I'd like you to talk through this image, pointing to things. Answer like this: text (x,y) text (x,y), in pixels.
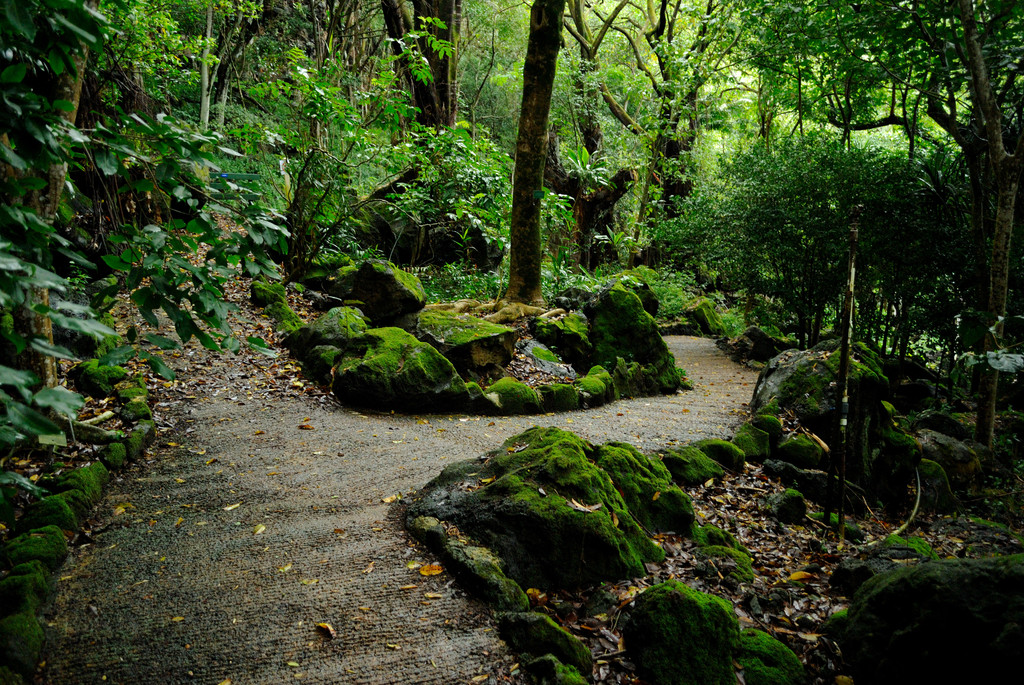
In this image I can see rocks (541,450). There are trees (790,231), plants (362,156) and there are dried leaves (556,612) on the ground (498,646).
